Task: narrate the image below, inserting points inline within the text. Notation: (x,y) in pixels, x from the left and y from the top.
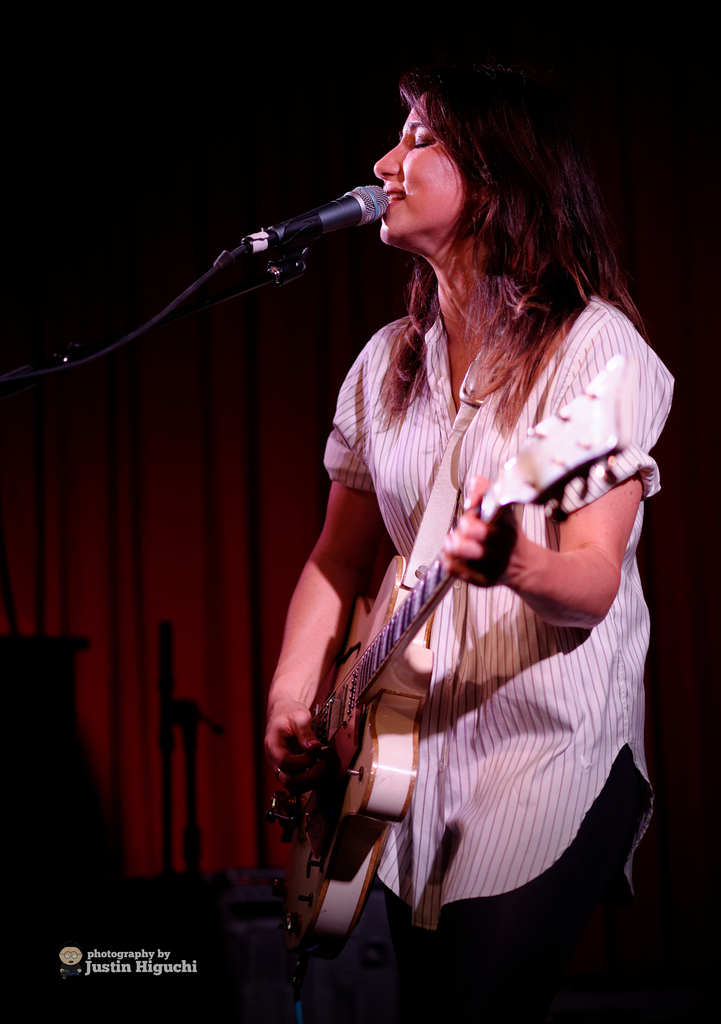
Here we can see a woman (486,933) playing a guitar (390,726) and singing a song with a microphone (370,205) present in front of her
